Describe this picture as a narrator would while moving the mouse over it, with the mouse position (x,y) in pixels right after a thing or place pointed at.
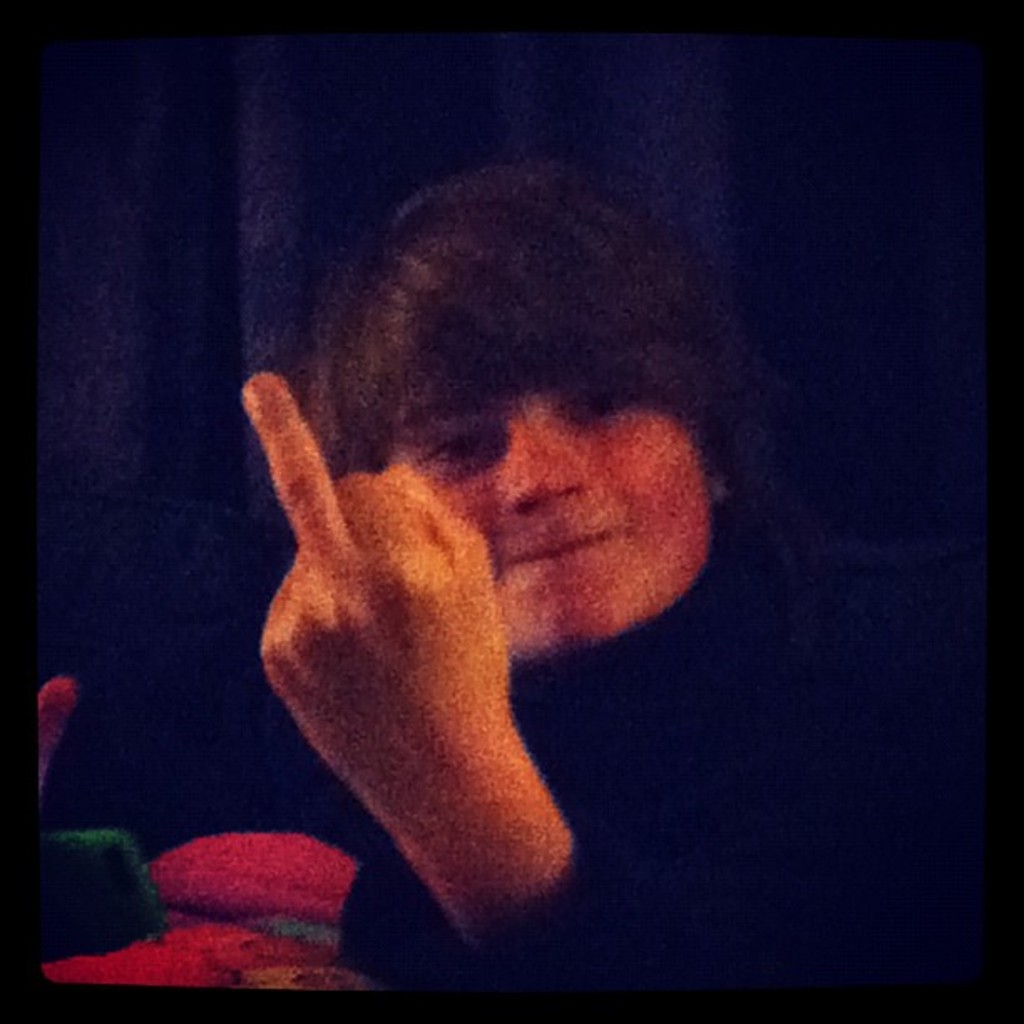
In this image I can see a person (585,728) wearing black dress (652,777) and in the background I can see few objects (310,839) which are red and green in color and the black colored cloth (294,223).
